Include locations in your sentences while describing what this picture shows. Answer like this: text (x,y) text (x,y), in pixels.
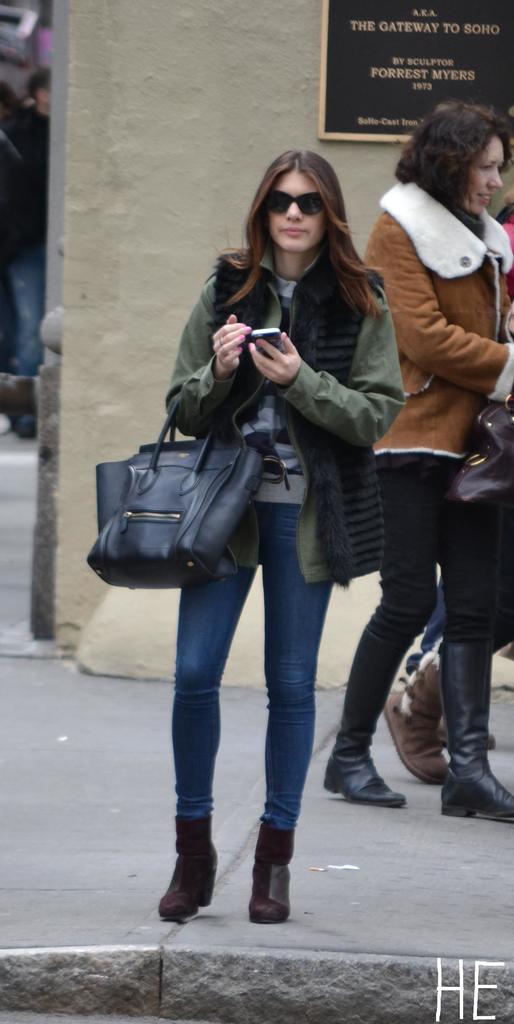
In this picture there is woman (182,632) stood on the pavement (438,905). She wore boots (271,915), jacket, handbag (162,528), a cellphone (271,332) in her hand (290,339). Behind her there is another woman (433,478) with boots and jacket (466,402) walking and on the background wall (364,155) there is a board (382,30) with some text (393,52).
